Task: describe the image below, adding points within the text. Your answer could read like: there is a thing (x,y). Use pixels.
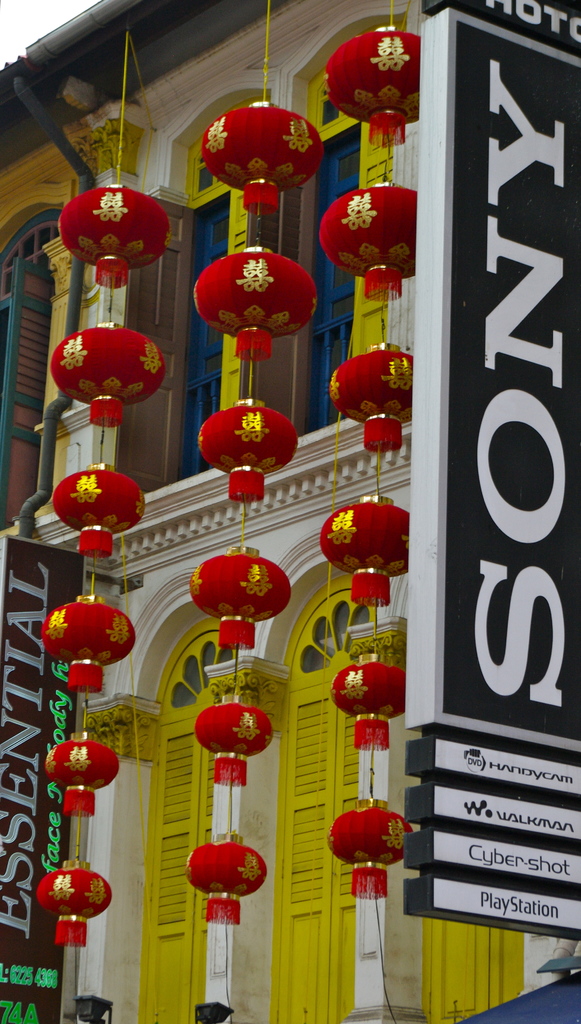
In this image I can see a building (182,524), windows (329,170), doors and few boards (39,851). In front (306,135) I can see the decorative items (239,310) in red and gold color.
